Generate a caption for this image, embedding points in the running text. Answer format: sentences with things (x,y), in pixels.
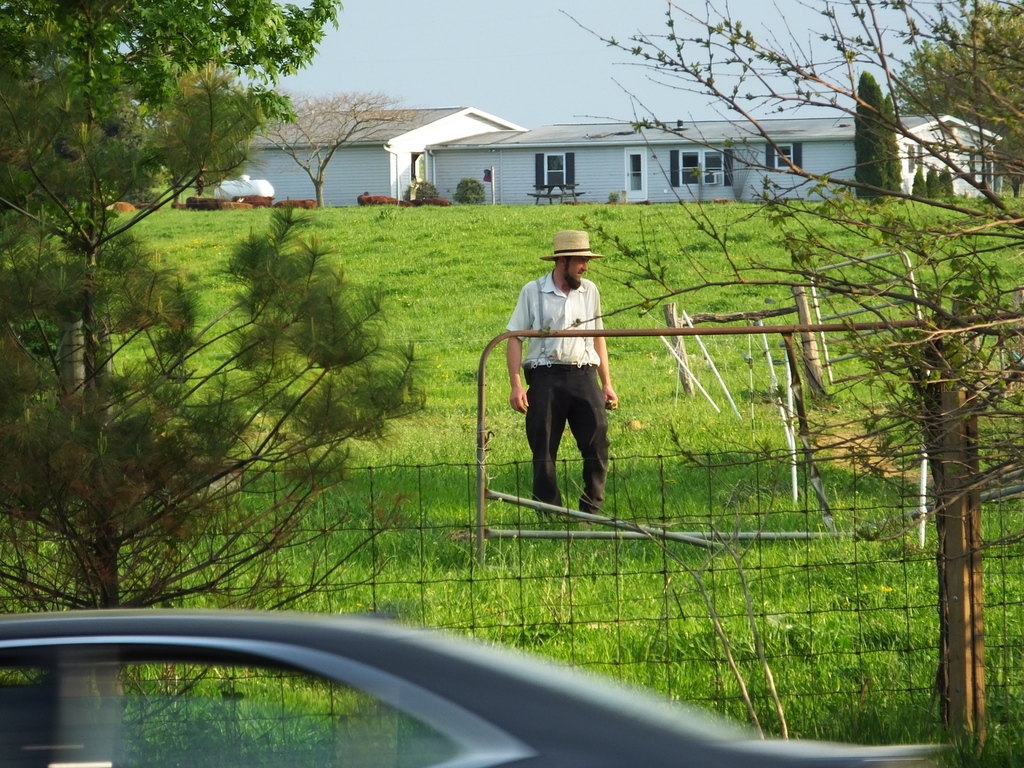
In a given image I can see a house (358,193) with windows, trees (25,218), grass (402,210), plants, person (589,285), fence (931,506), vehicle (200,759) and in the background (603,71) I can see the sky (520,84).
